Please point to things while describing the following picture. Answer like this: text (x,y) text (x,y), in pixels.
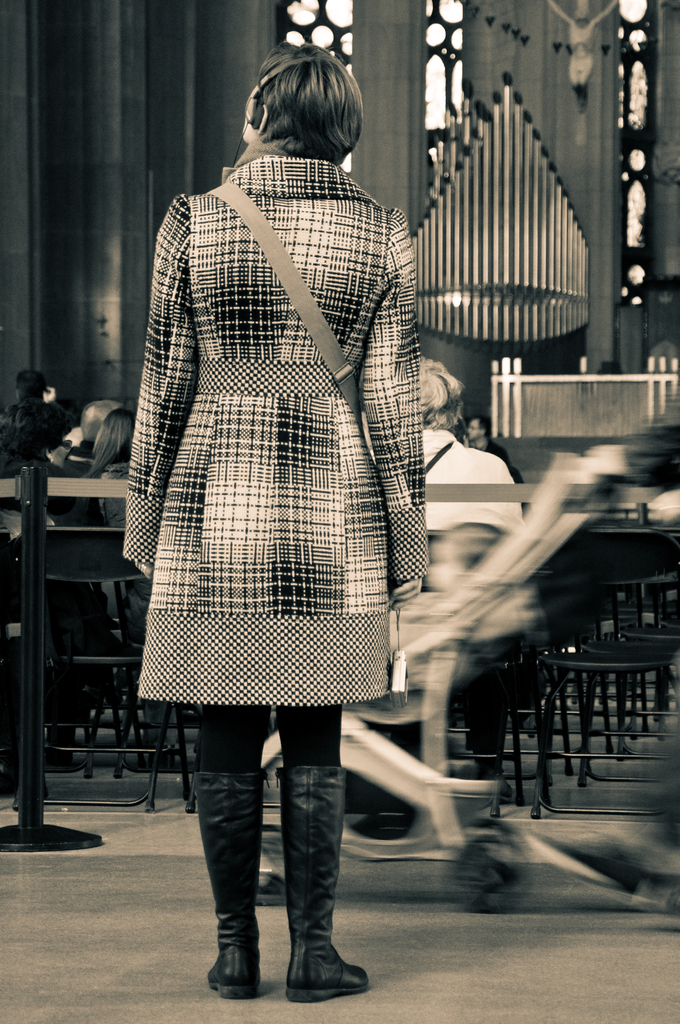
In this image in the foreground (242,398) there is one woman (277,473) who is standing, and in the background (53,504) there are rods (34,513) tape (574,487) and some people (442,520) are sitting on chairs (645,674). And there is one baby (459,576) who is sitting in a vehicle (518,556), and there is one person (647,466). At the bottom (203,901) there is floor (535,831) and in the background (593,138) there is a statue (561,11), lights (461,37) and wall (117,202).
